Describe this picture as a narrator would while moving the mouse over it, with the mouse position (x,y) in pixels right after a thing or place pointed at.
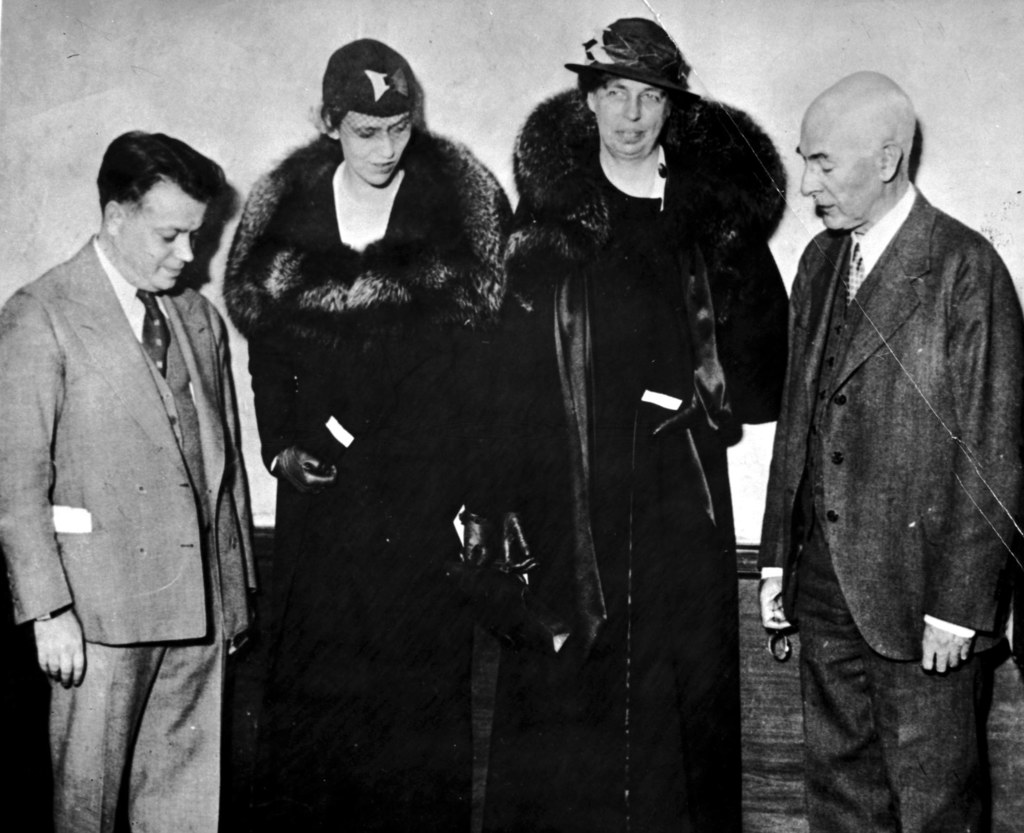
In this picture I can observe four members (482,317). On either sides of the picture I can observe two men (898,562). They are wearing coats (112,456). In the background (230,78) I can observe wall (531,46). This is a black and white image.
